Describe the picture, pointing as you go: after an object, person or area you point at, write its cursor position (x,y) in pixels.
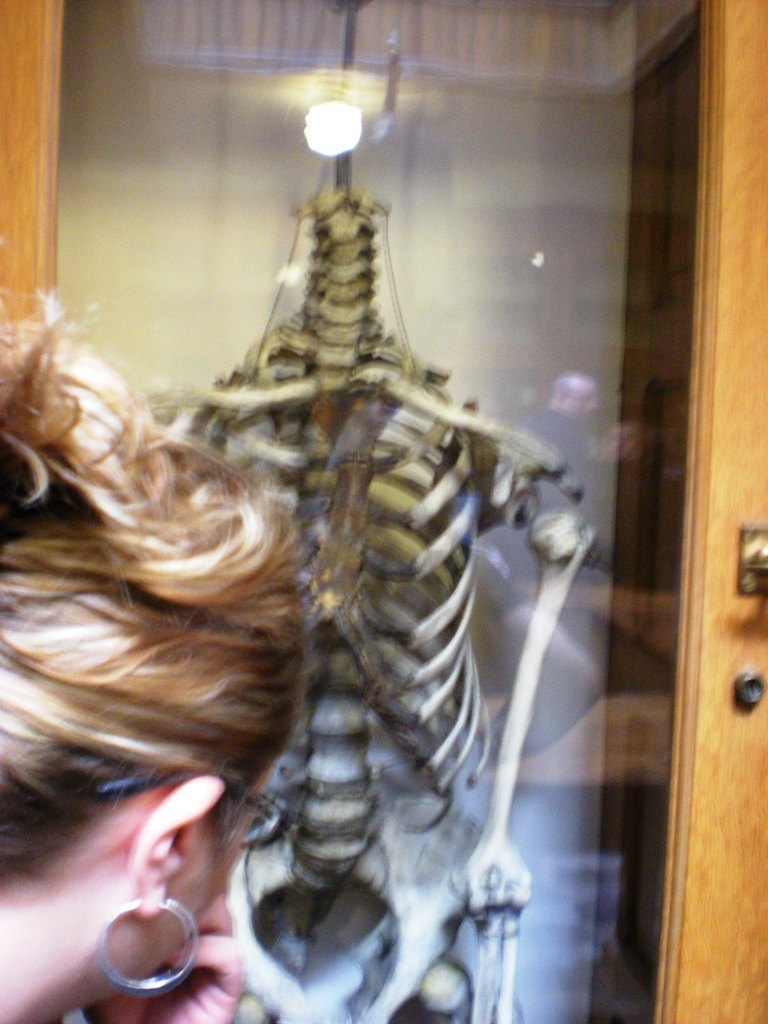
In this image there is a woman (89,757) who is looking at the skeleton (368,422) which is kept in the glass box (535,327).
